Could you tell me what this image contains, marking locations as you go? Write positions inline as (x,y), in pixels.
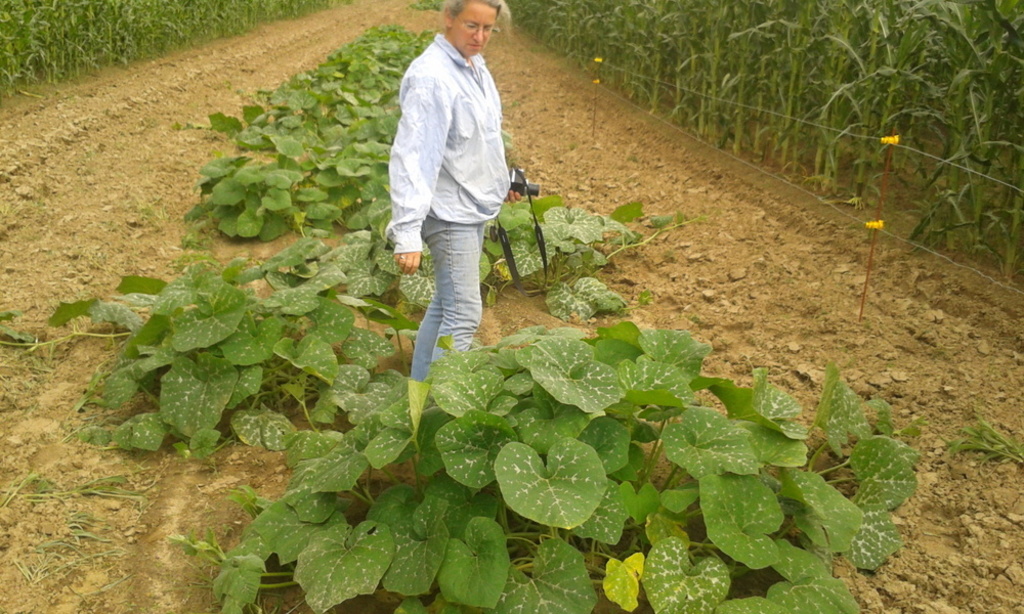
This person (440,180) is standing and holding a camera (522,180). Here we can see plants (864,129).
